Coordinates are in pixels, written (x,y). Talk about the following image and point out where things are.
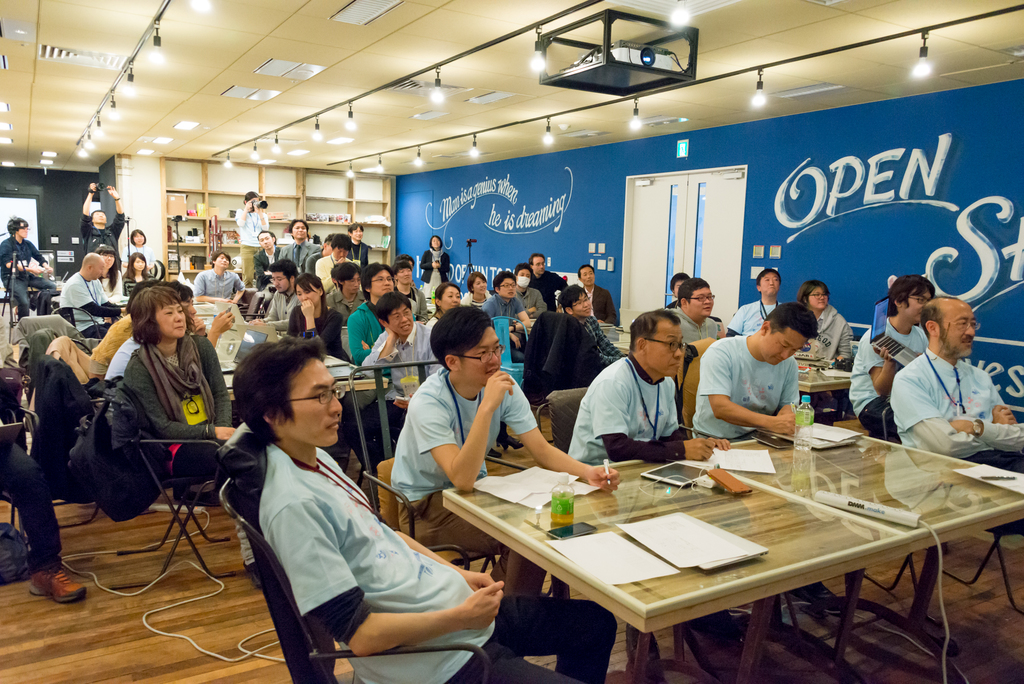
Here we can see some persons (528,678) are sitting on the chairs (423,648). These are the tables (793,542). On the table (853,477) there are bottles (555,526), and books (547,488). This is floor (39,660). Here we can see a door (729,237) and this is wall (765,222). On the wall (806,199) there is a painting (535,215). Here we can see a man (248,246) who is holding a camera (262,206) with his hands (248,210). These are the lights (293,154) and there is a board (25,209).
